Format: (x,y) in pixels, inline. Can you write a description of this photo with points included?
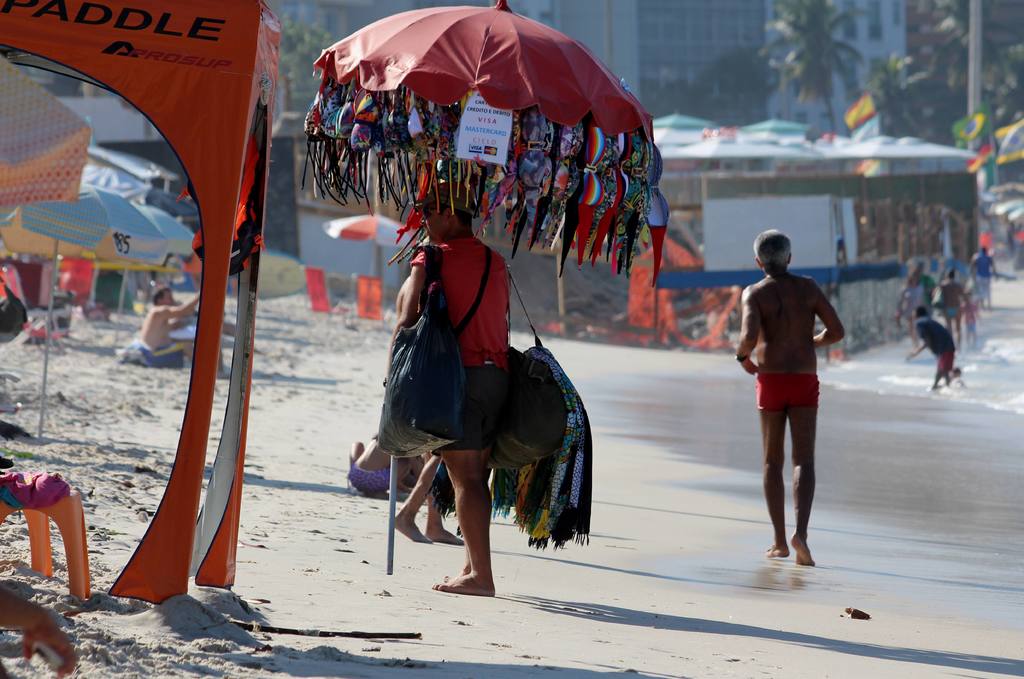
In this picture I can see buildings (634,4) and trees (724,116) and few people (811,332) walking and few people (172,347) are seated on the ground (107,386) and I can see a man (479,253) holding a umbrella (536,92) and he wore few bags (508,414) and few clothes (544,192) hanging to the umbrella (343,78) and I can see few umbrellas (63,131) on the seashore (122,419) and I can see few flags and water (1013,369).
